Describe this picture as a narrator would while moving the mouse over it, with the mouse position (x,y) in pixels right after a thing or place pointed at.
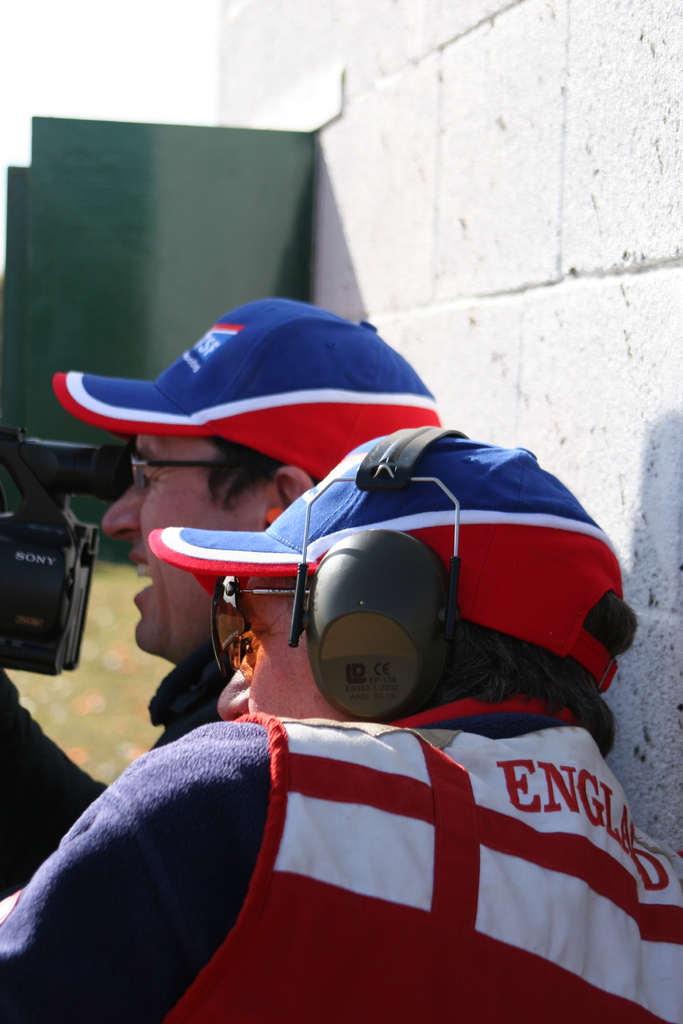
In this image, we can see two men (427,863) standing, they are wearing hats (302,432), one man (262,388) is holding a camera (2,655), we can see the wall (659,192).
